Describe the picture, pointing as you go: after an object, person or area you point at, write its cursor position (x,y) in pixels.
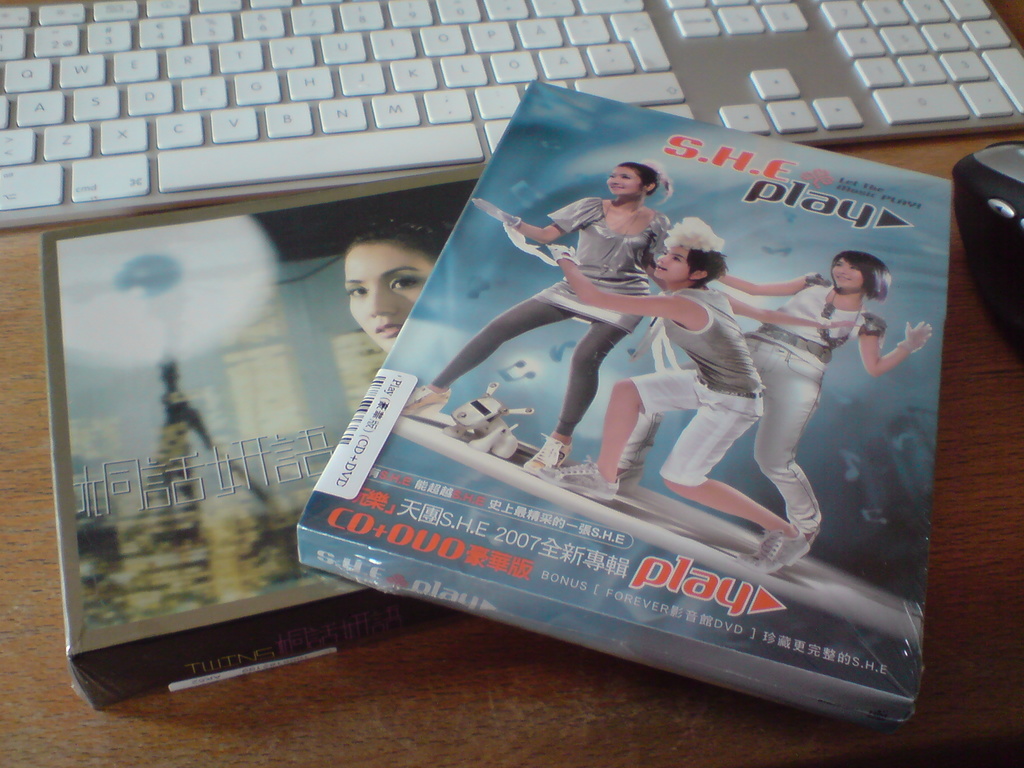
In this image I can see two boxes (292,368), keyboard (387,76) and the mouse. These are on the brown color surface (443,752).
